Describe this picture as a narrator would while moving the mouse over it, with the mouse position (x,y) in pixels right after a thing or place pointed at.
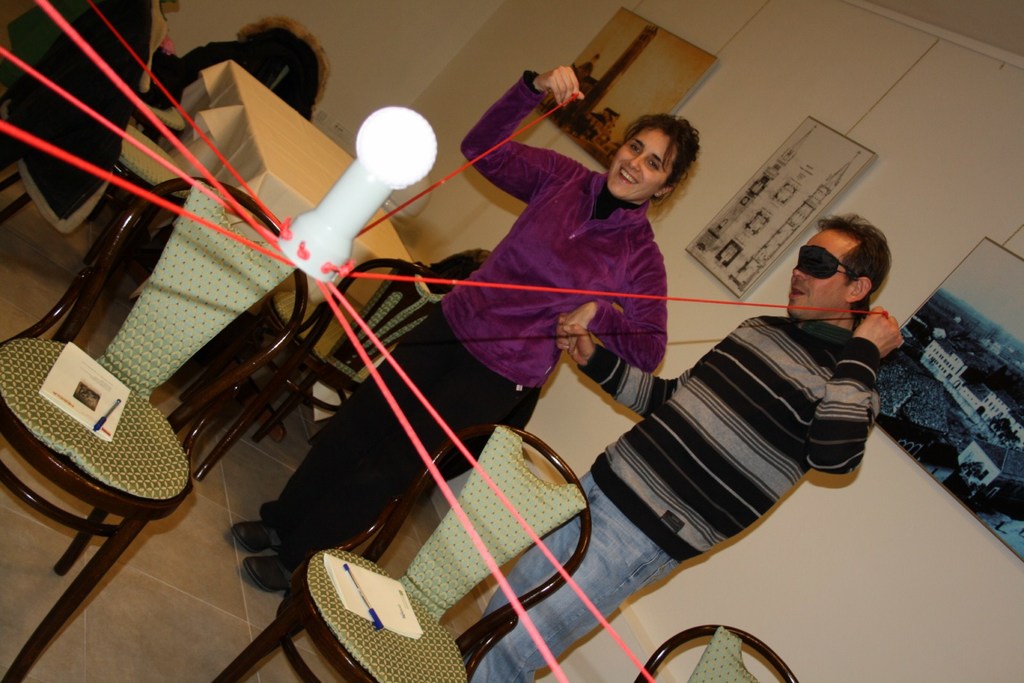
In the center of the image (540,249) there is a light (413,181) and there are people (566,243) holding it with the thread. There are chairs (45,457). On top of it there are books (377,599) and pens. At the bottom of the image (157,591) there is a floor (180,604). There is a table (269,151) and there is cloth (285,154) on it. In the background of the image (802,125) there are photo frames (585,83) attached to the wall (890,59).
